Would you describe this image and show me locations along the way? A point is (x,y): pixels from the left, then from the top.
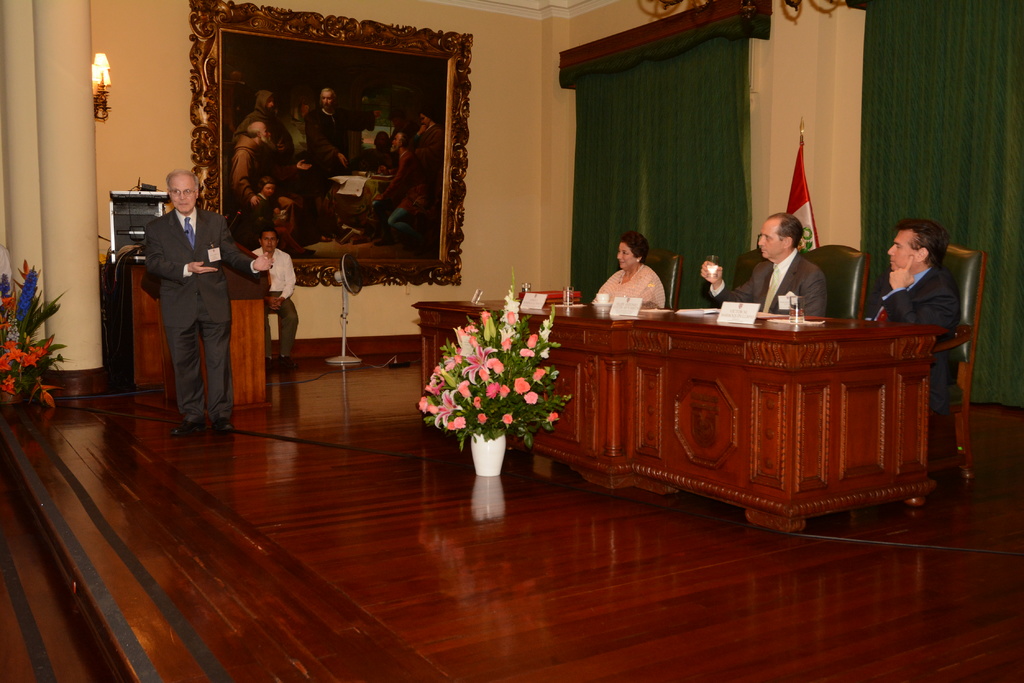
In this picture, we see two men (783,291) and a woman (623,280) are sitting on the chairs (840,308). The man (812,273) in the middle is holding a glass (717,260) containing liquid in his hand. In front of them, we see a table (738,354) on which papers (694,315), name boards (747,322) and glasses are placed. In front of that, we see a flower vase (491,454). On the left side (74,313), we see the flower vase (49,346) and pillars (59,265). We see a man (200,236) is standing and he is trying to talk something. Behind him, we see a table (243,311). Beside that, we see a man (279,273) is sitting on the chair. Beside him, we see a table fan (353,266). In the background (494,187), we see a wall (545,204) on which a photo frame (340,139) is placed. On the right side (875,89), we see a wall (804,74) and the green curtains (679,107). In the left bottom (71,580), we see the staircase (150,577).
